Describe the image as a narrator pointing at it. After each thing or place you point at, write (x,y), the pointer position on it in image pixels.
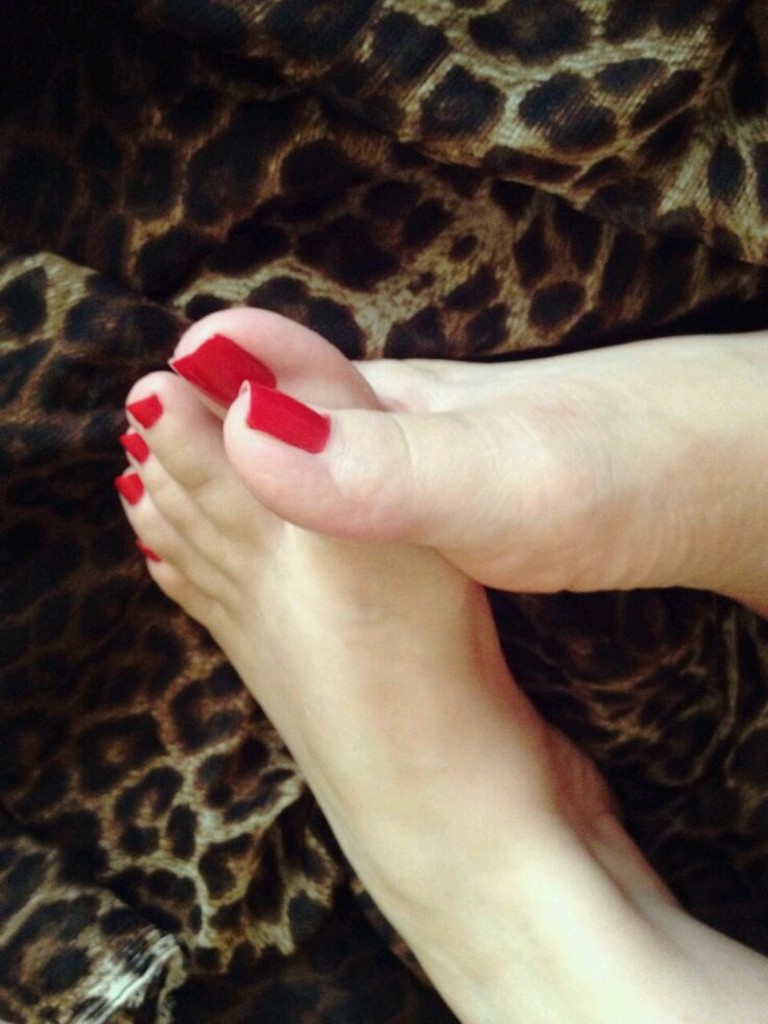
As we can see in the image there are human legs (460,597) and sofa (143,657).
